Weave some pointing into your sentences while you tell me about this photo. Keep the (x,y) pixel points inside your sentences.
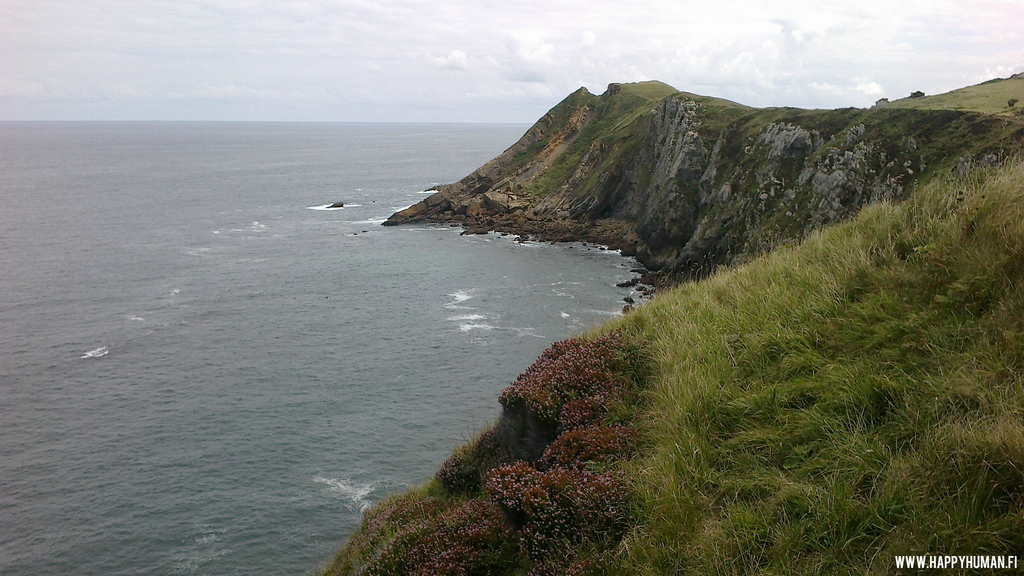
This is a picture taken near the shore (466,206). In the foreground of the picture (709,372) there are shrubs (594,416), grass (801,327), stones (520,191) and hill (870,152). On the left (128,336) to the background (154,147) there is water (248,189). Sky (412,48) is bit cloudy. On the right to the background there are trees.
